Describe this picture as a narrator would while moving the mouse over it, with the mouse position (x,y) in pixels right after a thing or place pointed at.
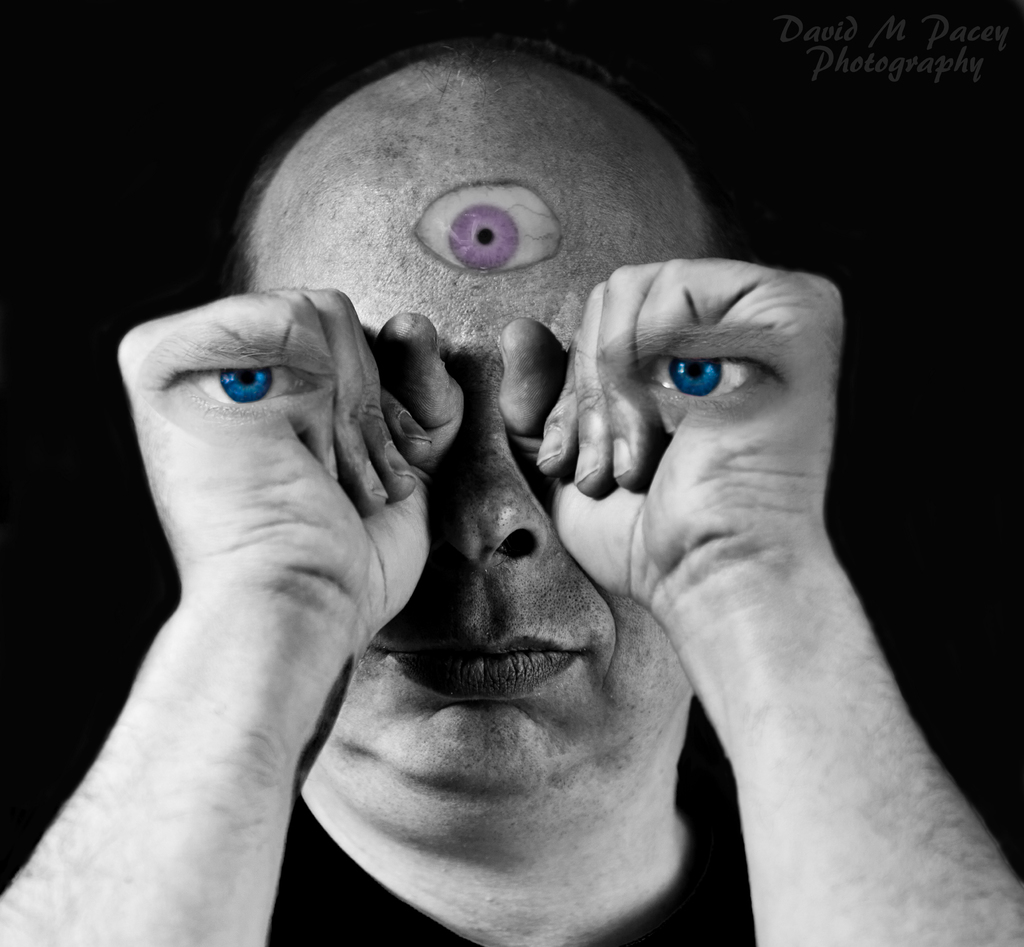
It is the black and white image in which there is a man (485,285) who is holding his fist (642,399) in front of his eye (703,371). There is a eye (544,216) to his forehead (515,275).
